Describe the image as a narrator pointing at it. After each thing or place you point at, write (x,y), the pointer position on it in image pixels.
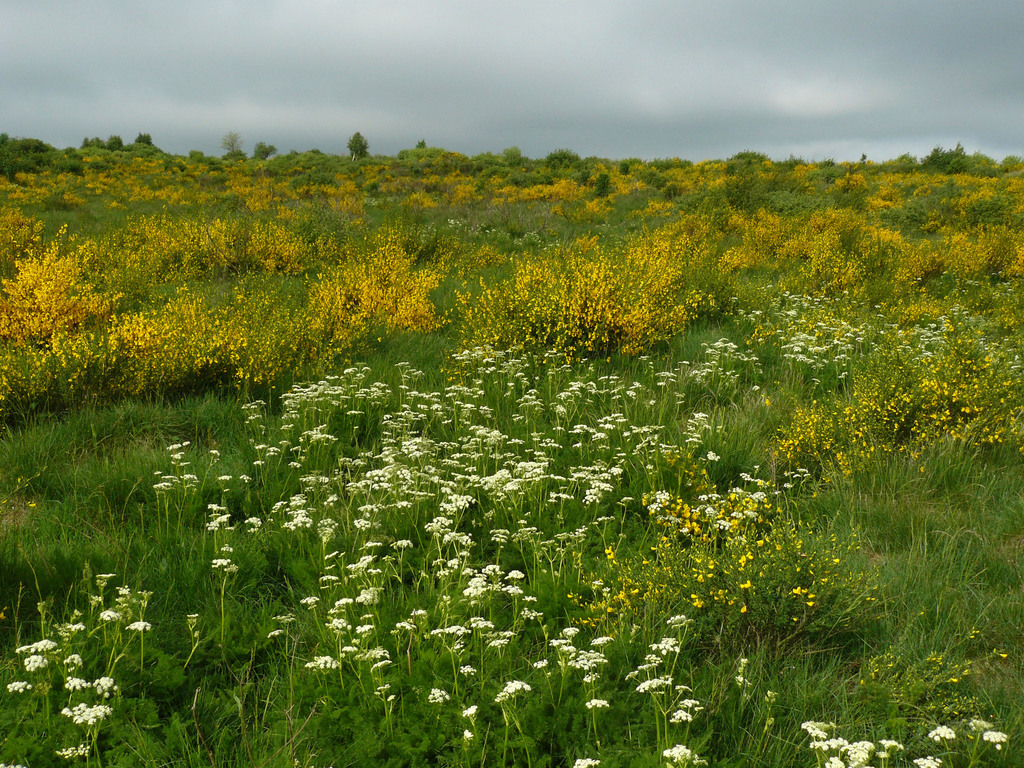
In this picture, we can see the grounds (582,455) with grass (651,481), plants (518,471), flowers (379,312), trees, and the sky (552,89) with clouds (599,90).
